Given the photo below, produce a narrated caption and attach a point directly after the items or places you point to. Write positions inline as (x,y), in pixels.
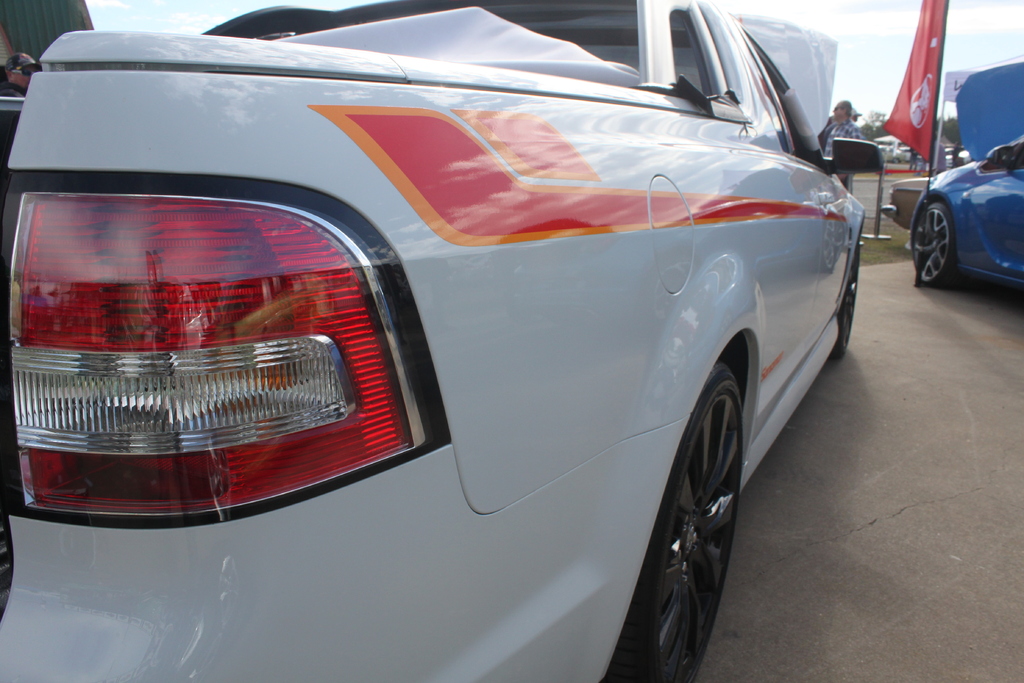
In this image, there is a car (431,487) which is colored white. There is an another car (937,203) in the top right of the image (935,217) beside the flag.
